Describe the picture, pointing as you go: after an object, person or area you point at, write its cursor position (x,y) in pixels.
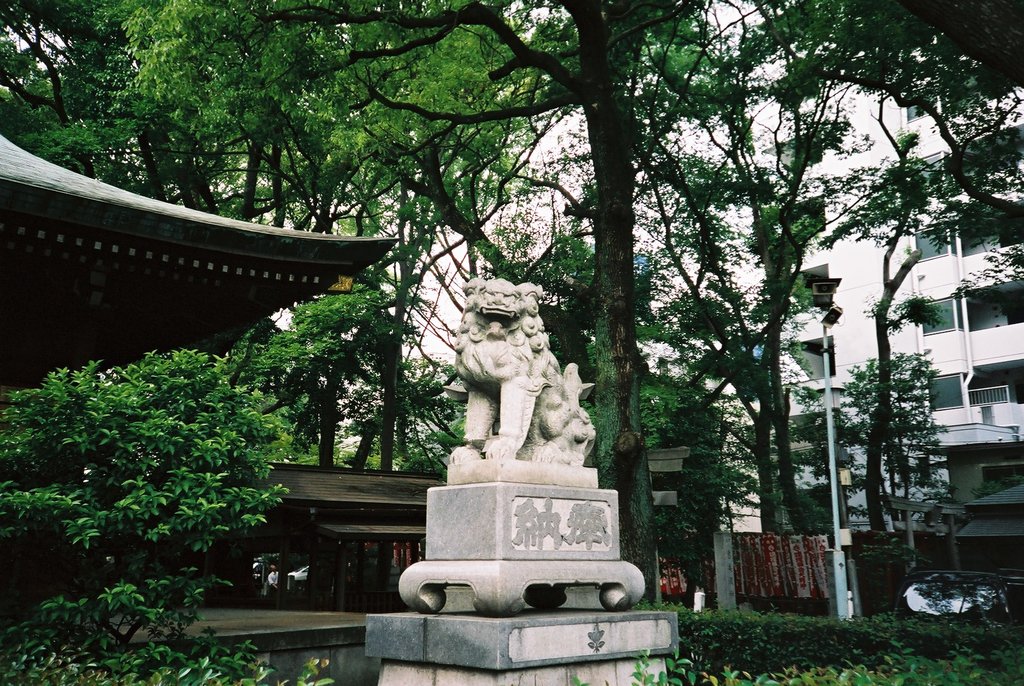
In this image we can see a statue (452,466) and there are some trees (453,294) and plants (958,661) and we can see a building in the background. There is a structure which looks like a hut (61,237) on the left side of the image (328,559) and there is a wooden house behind the statue (524,316) and we can see a street light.
